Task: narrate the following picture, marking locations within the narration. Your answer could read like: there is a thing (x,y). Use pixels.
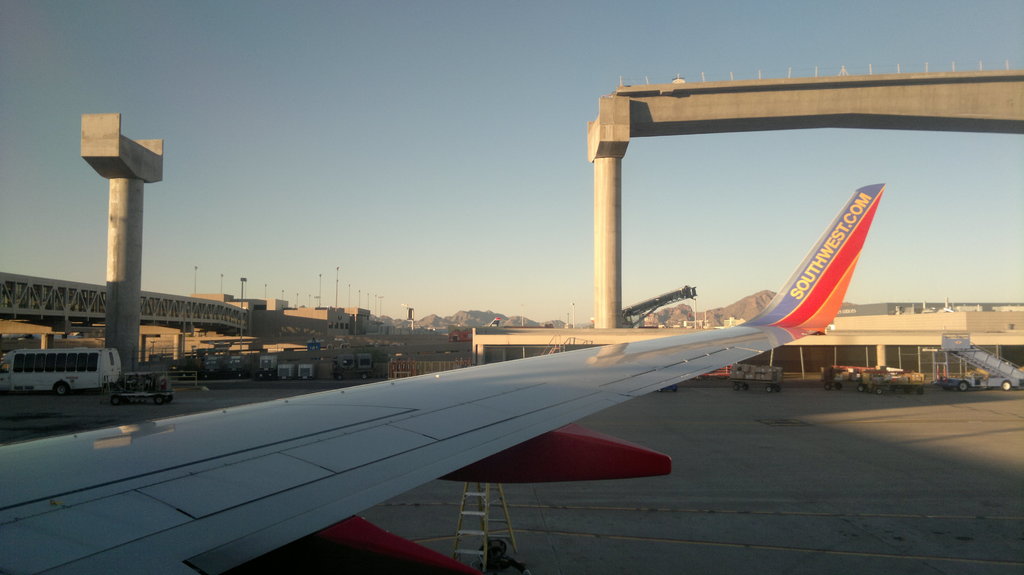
In this picture I can see an aeroplane (251,425), vehicles (206,365) on the ground (790,531). On the left side (175,316) I can see a bridge (200,312), street lights (337,302) and other objects (217,350). On the right side (882,359) I can see building (874,347) and the sky (728,187).
